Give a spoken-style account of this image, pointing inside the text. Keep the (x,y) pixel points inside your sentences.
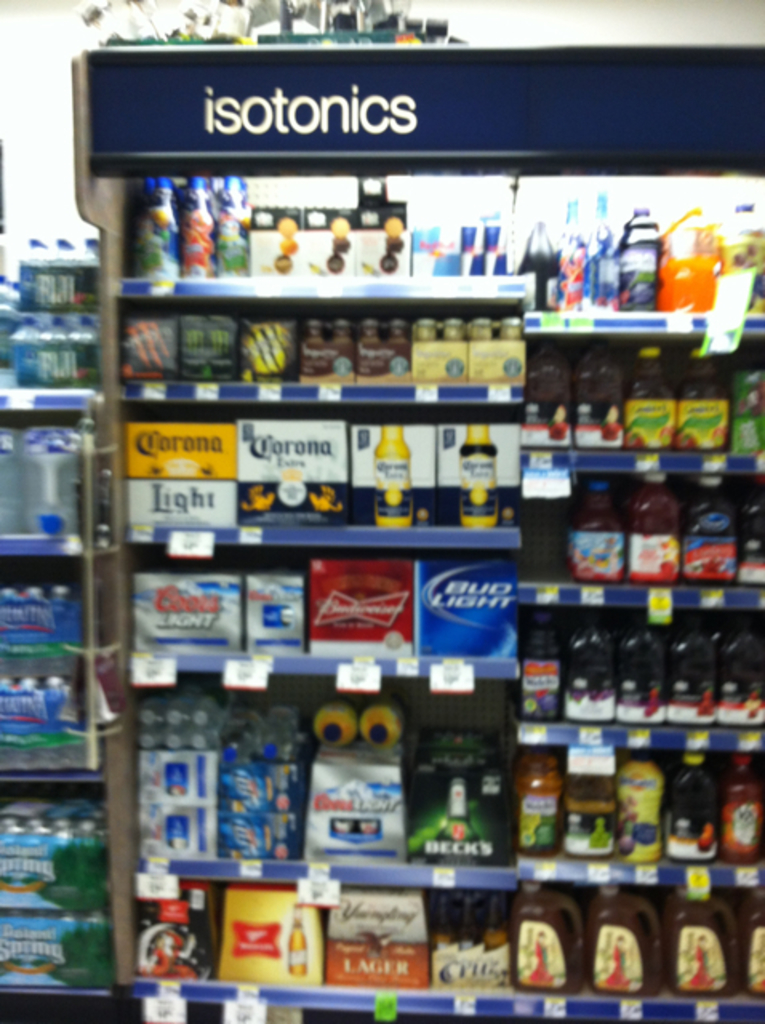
In this image we can see some objects (279,441) placed in the racks (266,535) and also some text (284,121) at the top of the stand (371,139).
